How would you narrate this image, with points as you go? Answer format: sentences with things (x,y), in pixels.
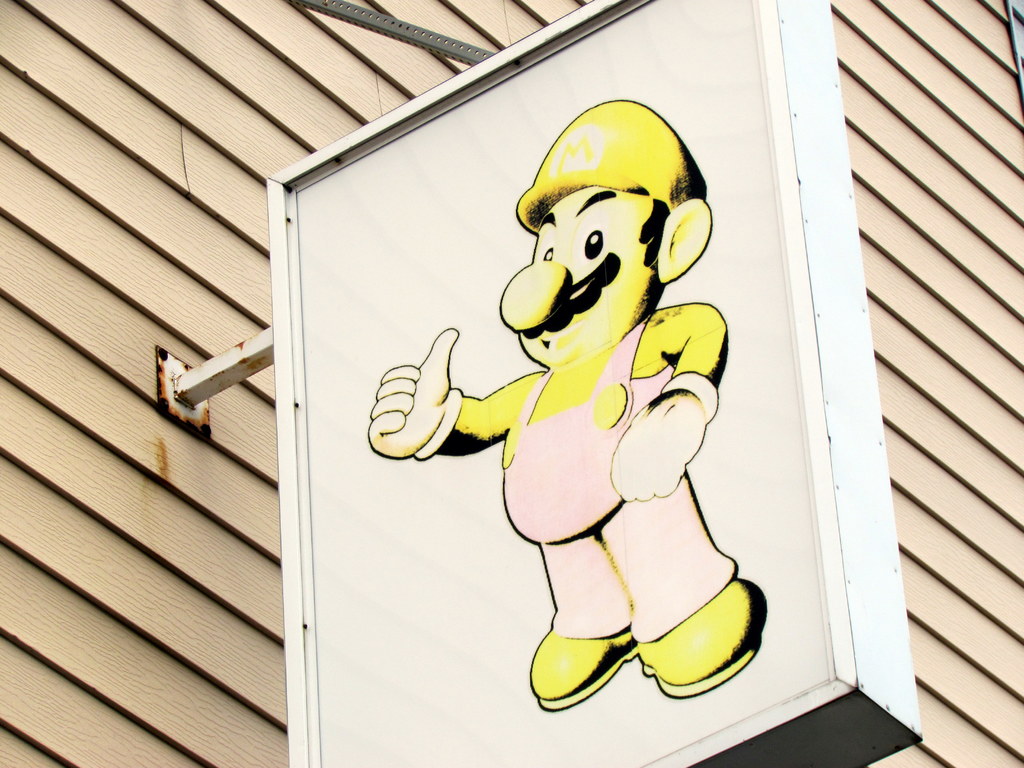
In this picture there is a poster (683,396) on the board (771,225). Beside that we can see the wooden wall (127,627).
